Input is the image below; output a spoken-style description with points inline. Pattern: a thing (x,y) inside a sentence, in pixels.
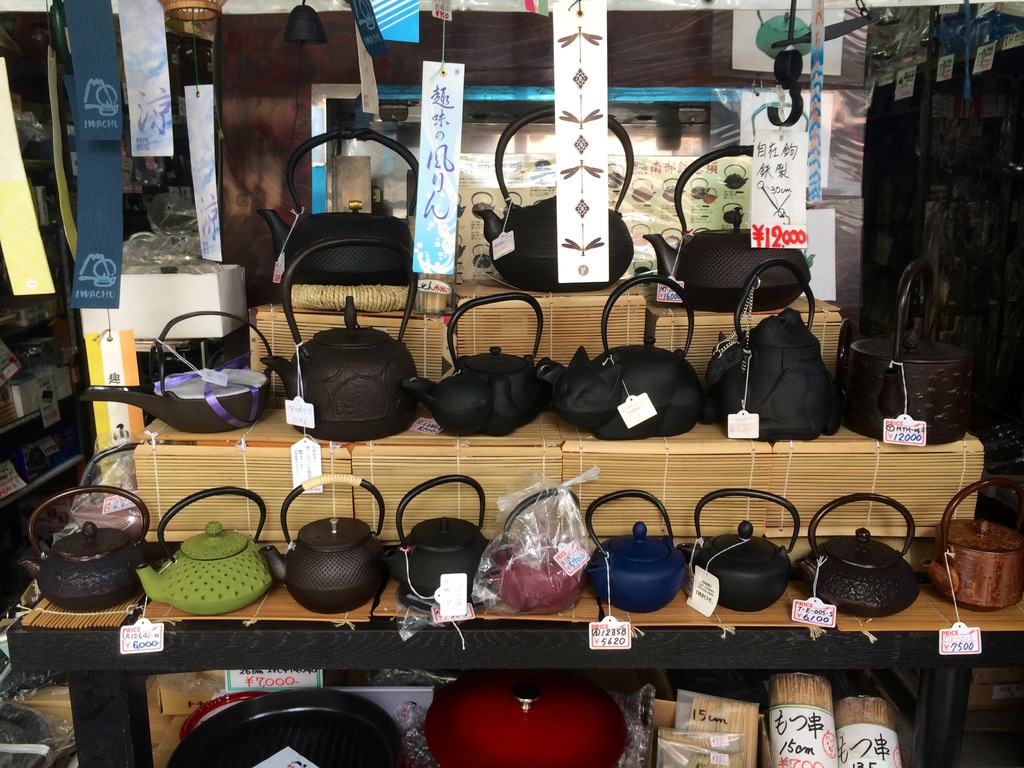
In this image, we can see kettles (424,566) on the stand (184,450) and we can see many tags (201,181) hanging and there are racks (49,403) and we can see some boxes (34,400) in them and we can see a poster (835,71) and there are hangers (847,33). At the bottom (523,745), there are some other objects (784,725).
